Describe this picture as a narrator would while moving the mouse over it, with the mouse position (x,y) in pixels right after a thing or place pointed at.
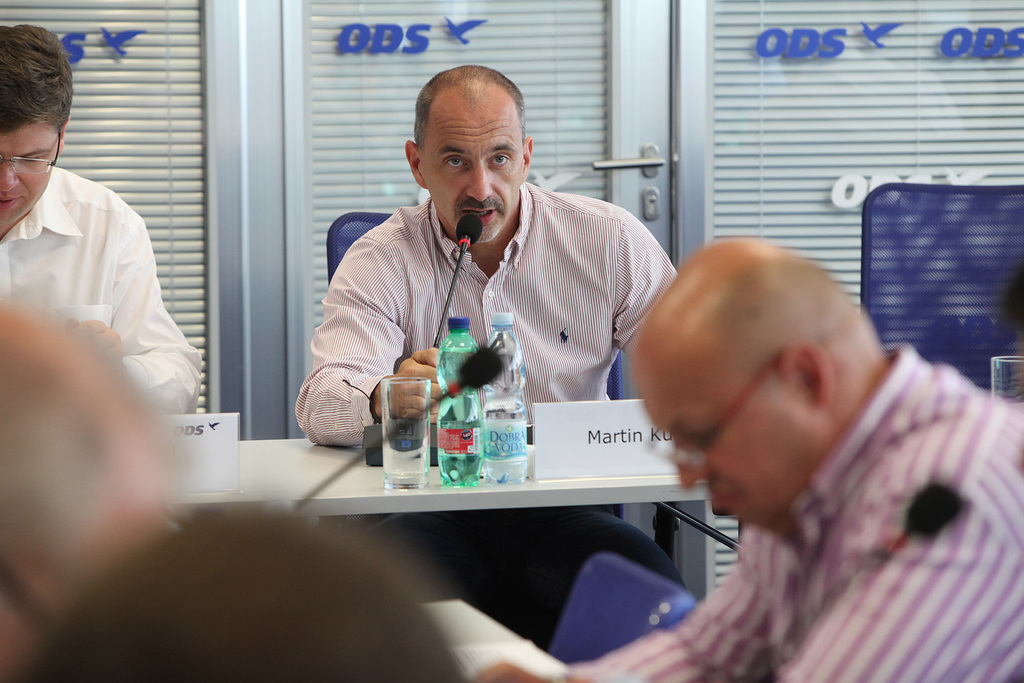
To the left side (110,257) there is a man (95,264) with white shirt (130,296) and spectacles (22,167) is sitting. Beside him there is a man (407,270) with stripes (419,286) is sitting on a blue chair (351,227) he is near a mic (463,245) and he is speaking. In front of them there is a table (256,464) with glass (421,425), two bottles (457,419), name board (585,446) and a mic (376,465). To the right side (993,516) there is a man (918,478) with white and violet lines shirt (915,591) is sitting and he is having spectacles (727,421). To the right side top there is a blue chair (980,196). And in the middle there is a door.
